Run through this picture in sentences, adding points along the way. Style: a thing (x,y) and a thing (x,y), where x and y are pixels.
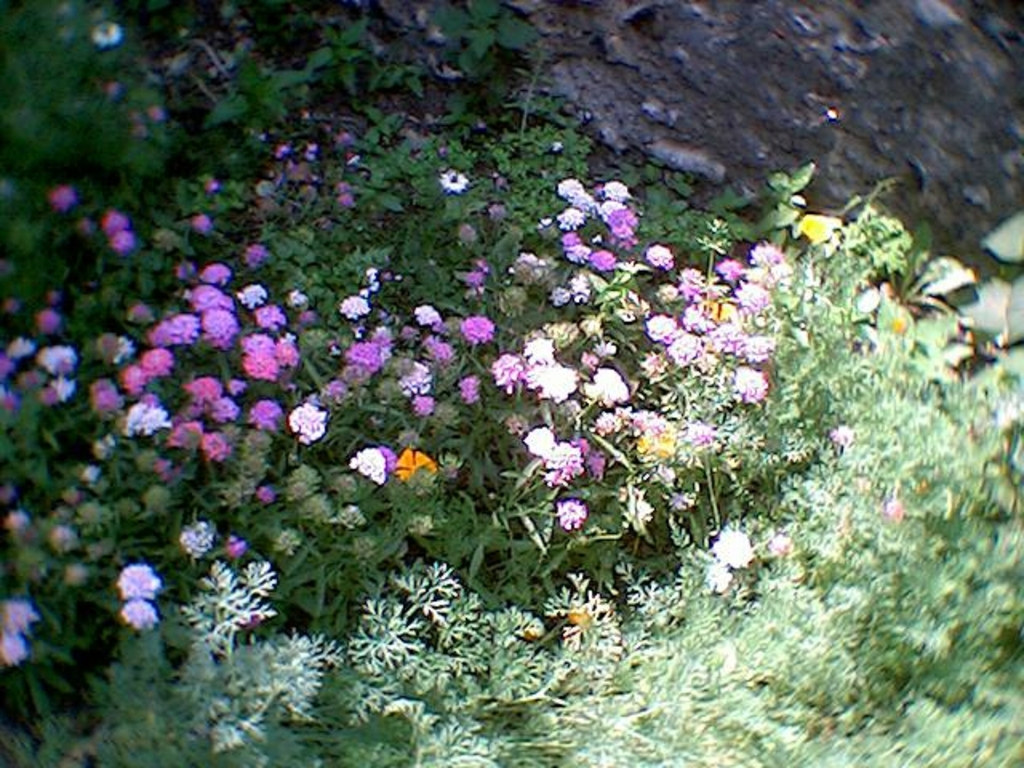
In this image I can see floral plants (395,365).
